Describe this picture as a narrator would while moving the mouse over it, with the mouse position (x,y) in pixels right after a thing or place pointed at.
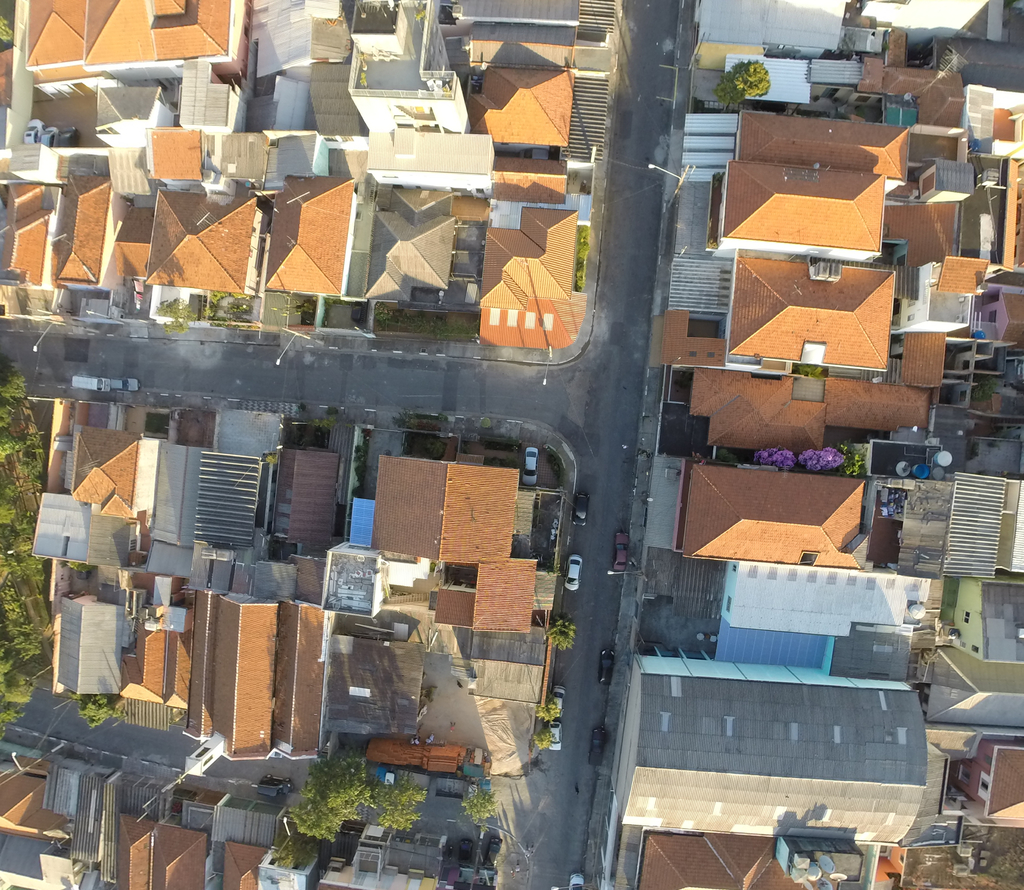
It is the top view, in this there are houses (528,601), roads (597,543). On the left side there are trees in this image.
